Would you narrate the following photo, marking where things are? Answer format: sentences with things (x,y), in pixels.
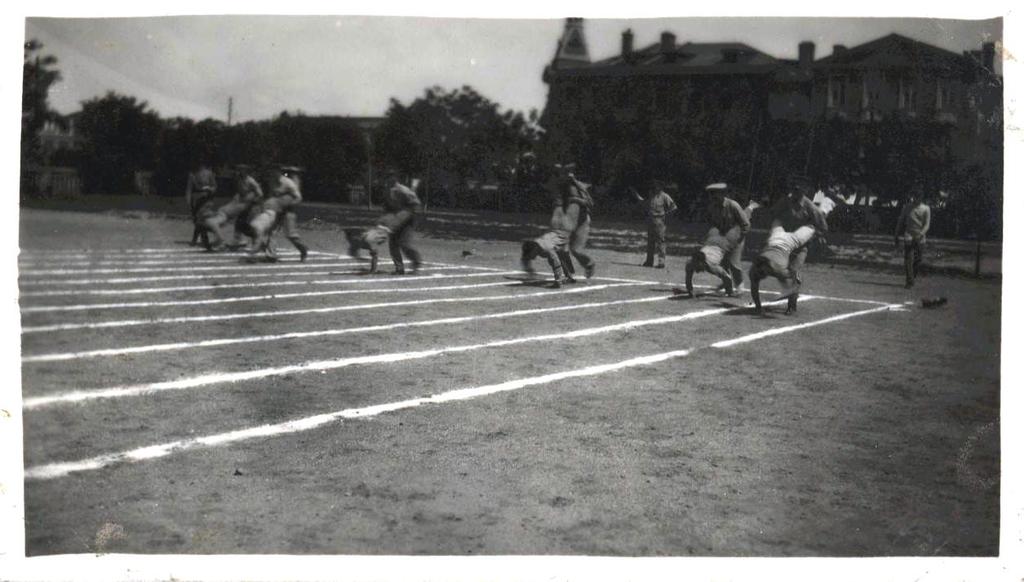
This is a black and white image. In this image we can see people (778,252) standing on the ground (478,219) and some of them are holding other persons (698,265) with their hands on the race line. In the background (404,128) there are buildings (637,116), trees (447,128), poles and sky (248,109).
